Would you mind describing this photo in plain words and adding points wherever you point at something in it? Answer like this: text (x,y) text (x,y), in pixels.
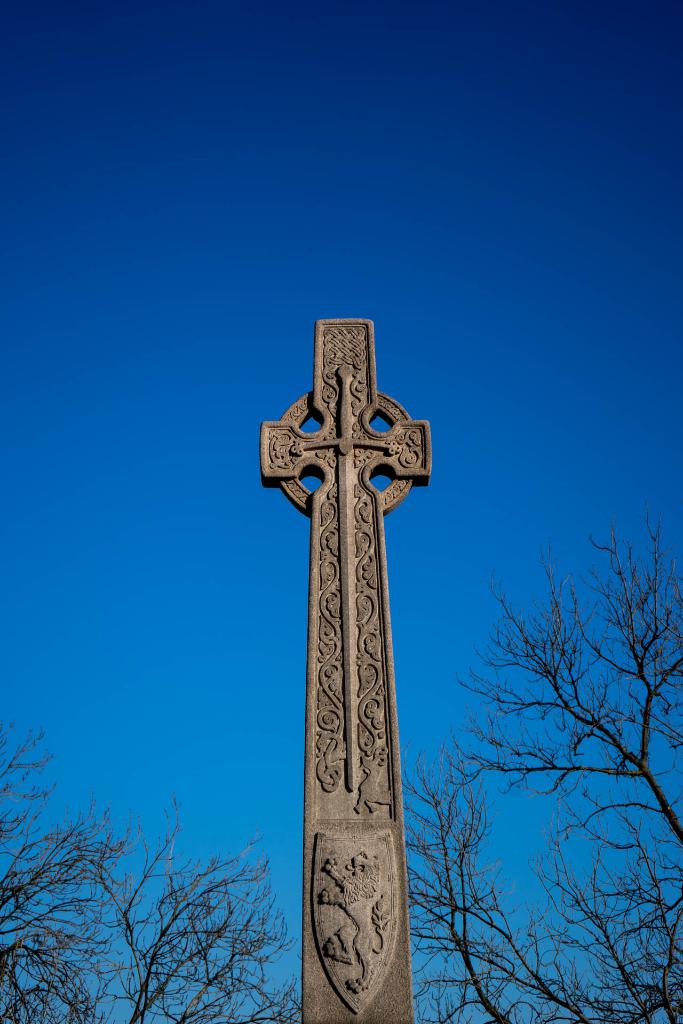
In this image I can see a cross (368,746). In the background (465,742) there are trees (243,929) and there is sky (267,375).
